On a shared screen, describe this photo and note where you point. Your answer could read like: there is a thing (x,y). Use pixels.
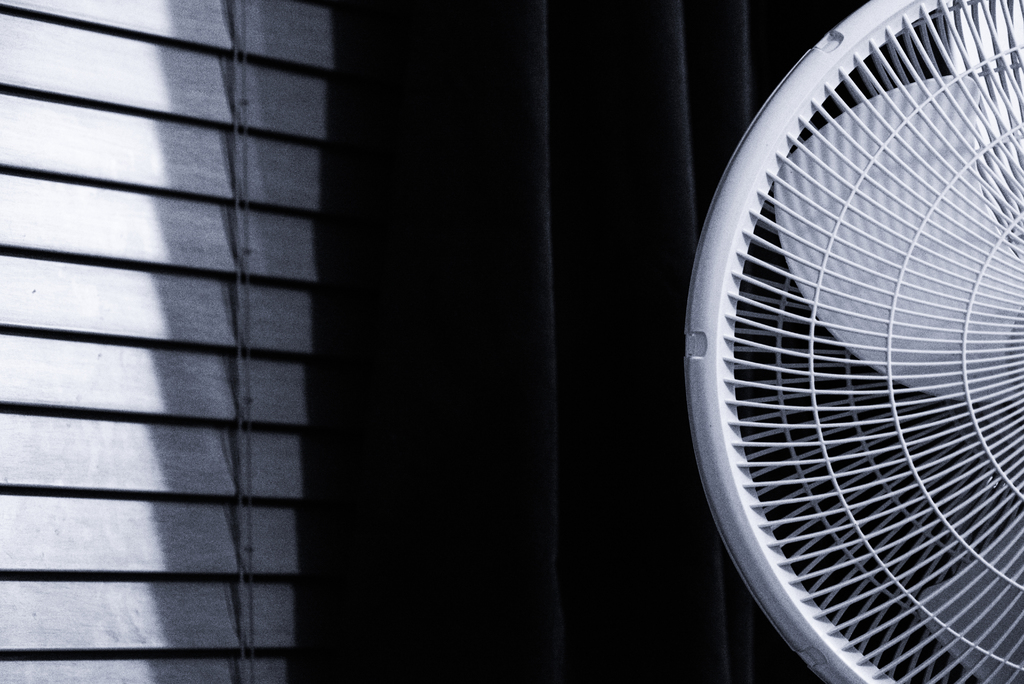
In this picture we can see a table fan (902,392) here, we can see a curtain (541,425) and a window blind (185,435) on the left side (163,408).
